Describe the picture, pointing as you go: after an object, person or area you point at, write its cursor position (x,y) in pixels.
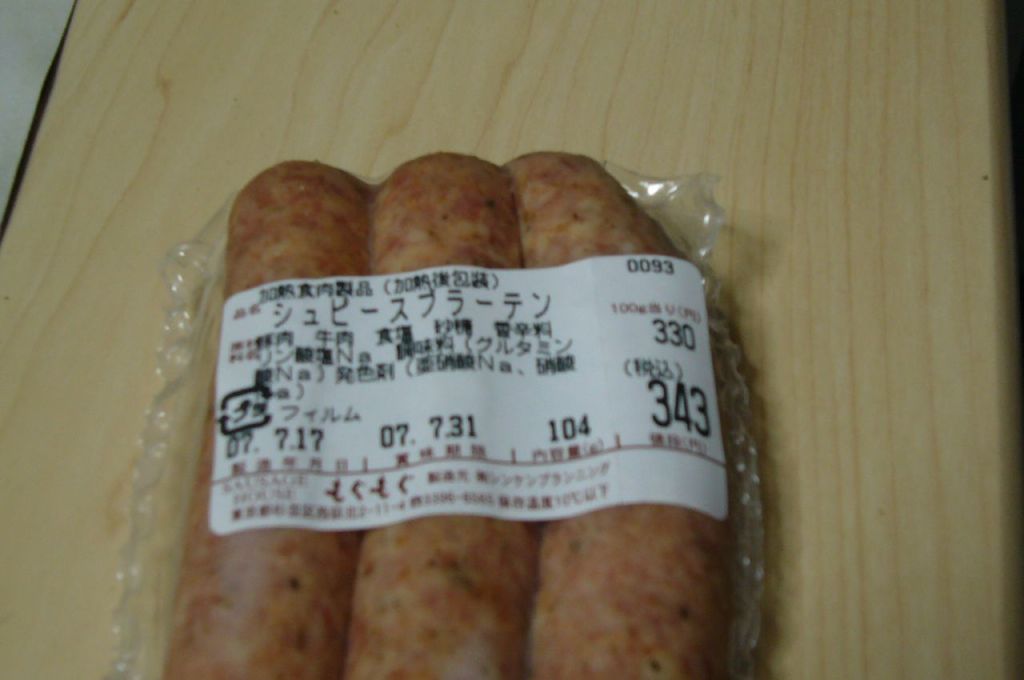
In the center of this picture (488,440) we can see a packet (721,587) of some objects (230,613) which seems to be the food items (524,676) and we can see the text (474,355) and the numbers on the paper (297,284) which is attached to the packet (196,447). In the background (163,59) we can see a wooden object (471,65) which seems to the table (115,286).
